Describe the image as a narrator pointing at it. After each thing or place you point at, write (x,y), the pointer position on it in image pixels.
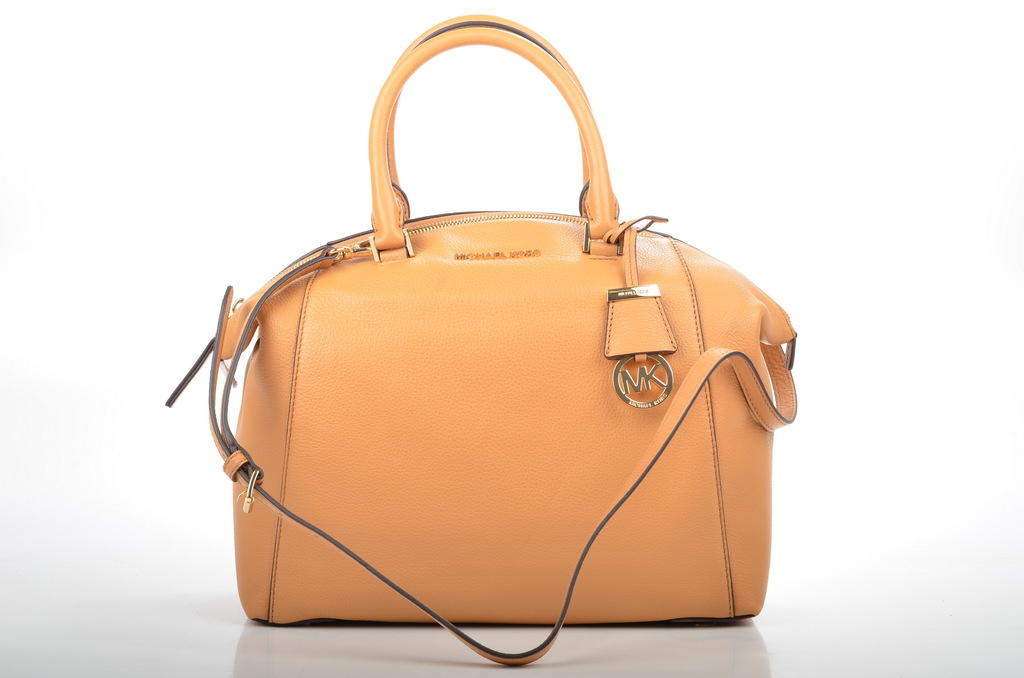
This is a leather handbag (467,370) which is yellow in color. It has a long handle (785,365) and short handles (393,88). This is a zip (515,217) which is used to close and open the hand bag (390,244). I can see a M and K letters logo (643,388) which is hanging to the hand bag (604,396). This looks like a zip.
